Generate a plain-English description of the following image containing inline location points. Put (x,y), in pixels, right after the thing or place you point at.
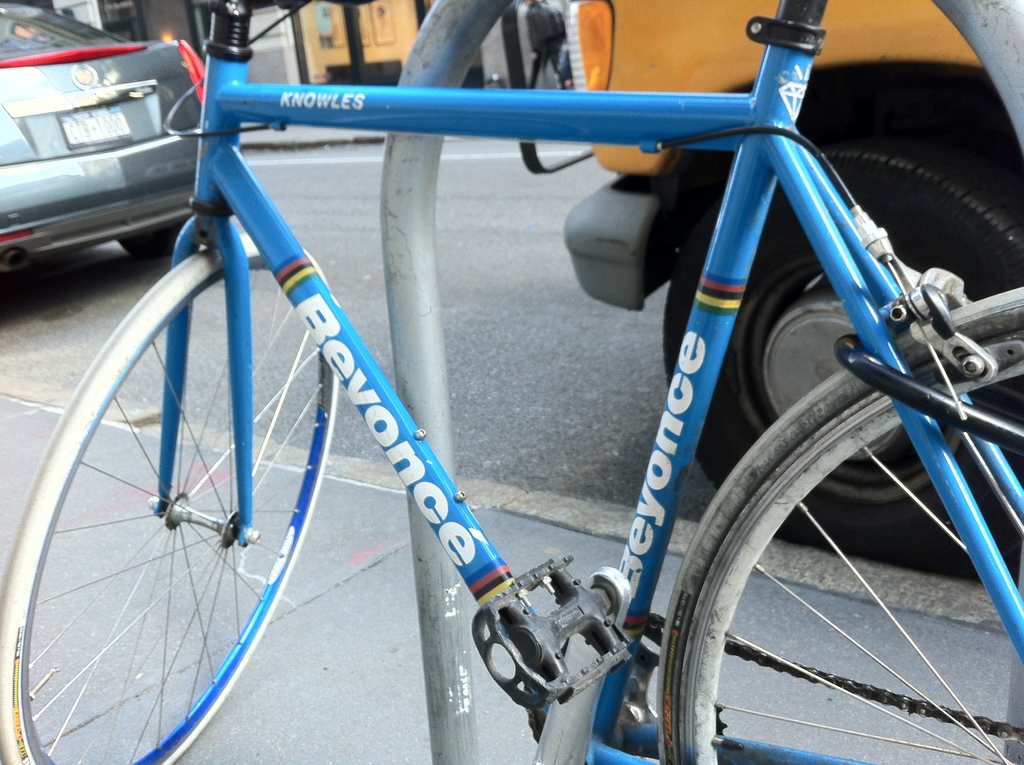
In the picture I can see a bicycle (402,452) and vehicles (632,285) on the road (344,307). In the background (337,66) I can see some other objects (335,48). The bicycle (323,455) is blue in color and something written on it.
